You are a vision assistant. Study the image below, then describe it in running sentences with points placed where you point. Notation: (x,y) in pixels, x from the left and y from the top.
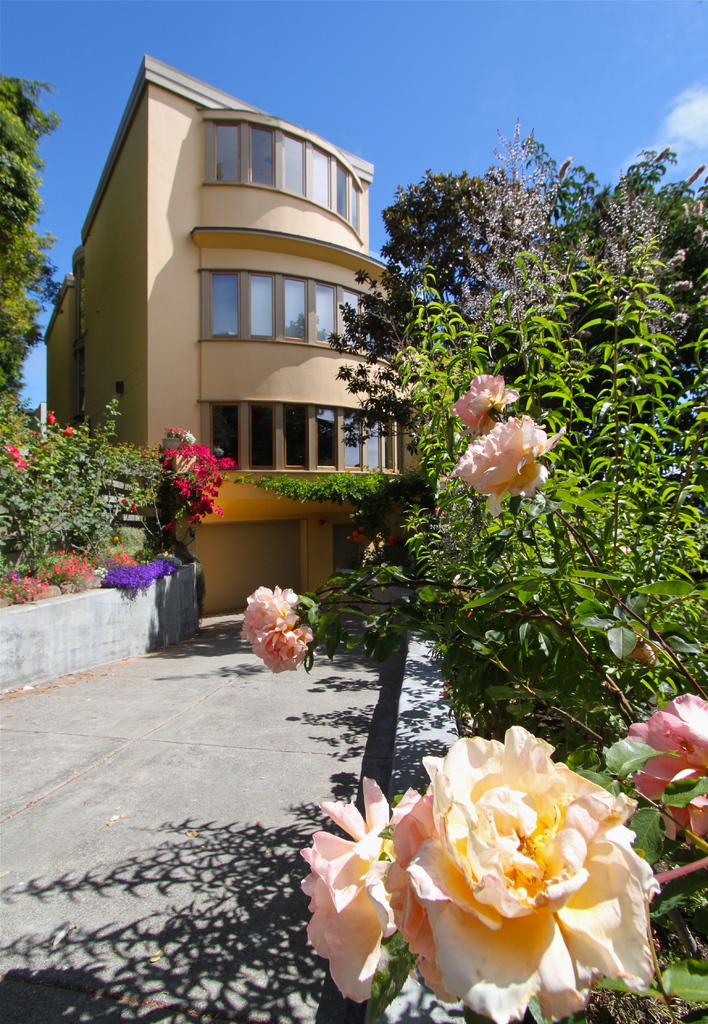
In this picture I can see there is a building (238,422) here and it has glass windows (264,319), there is a walk way (133,813) here and there are different types of flowers (524,867) on to left (198,471) and right, there are trees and the sky (69,144) is clear.
